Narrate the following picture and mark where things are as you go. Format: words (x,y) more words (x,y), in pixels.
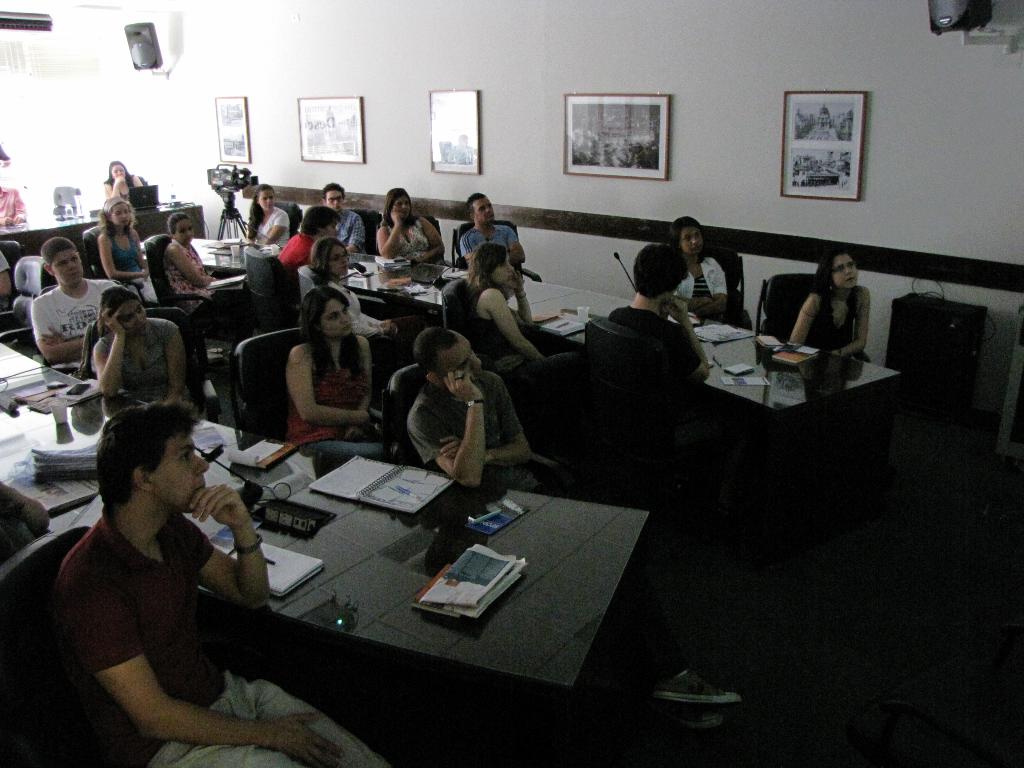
In this picture we can see some people (492,408) are sitting on chairs (545,455), there are some tables (452,553) in the middle (411,498), there are some papers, files (488,549), cups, microphones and other things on the tables (37,370), in the background (642,172) there is a wall (713,66), we can see photo frames (807,161) on the wall (407,145), we can also see a video camera (256,178) in the background (221,179), there are speakers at the top of the picture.
